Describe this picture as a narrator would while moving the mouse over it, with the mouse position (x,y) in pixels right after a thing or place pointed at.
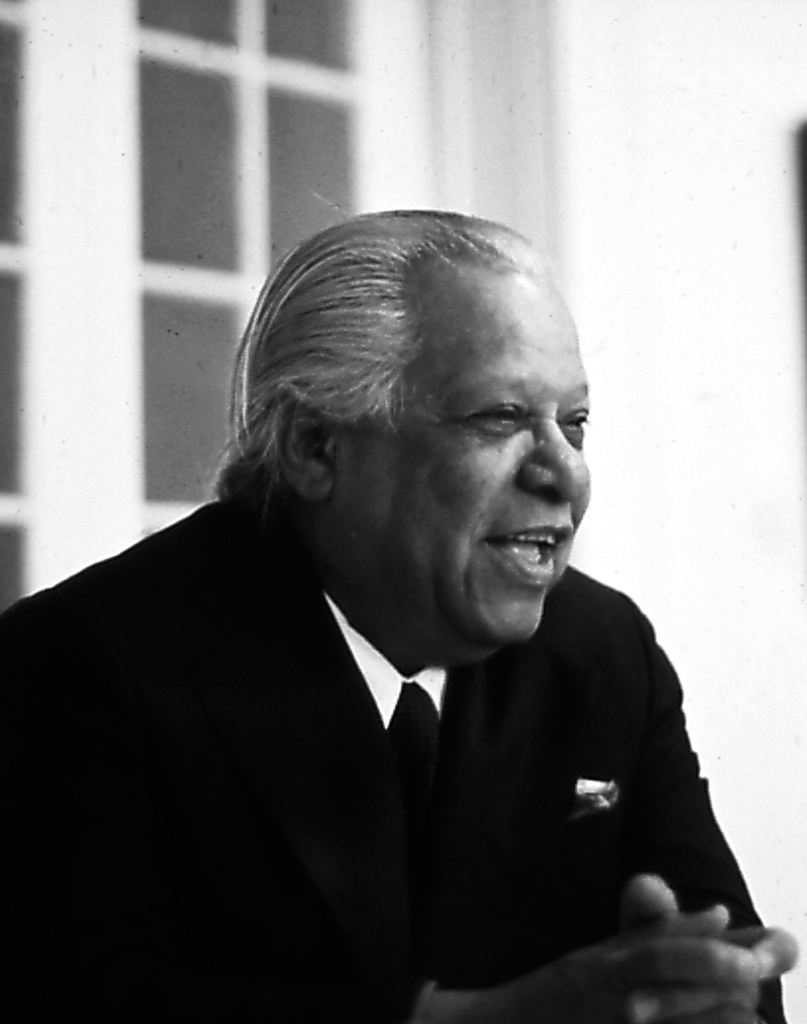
In this image in the foreground (367,752) there is one person (367,752) who is sitting and smiling, and in the background (176,256) there is a window (381,173) and wall (627,313).
